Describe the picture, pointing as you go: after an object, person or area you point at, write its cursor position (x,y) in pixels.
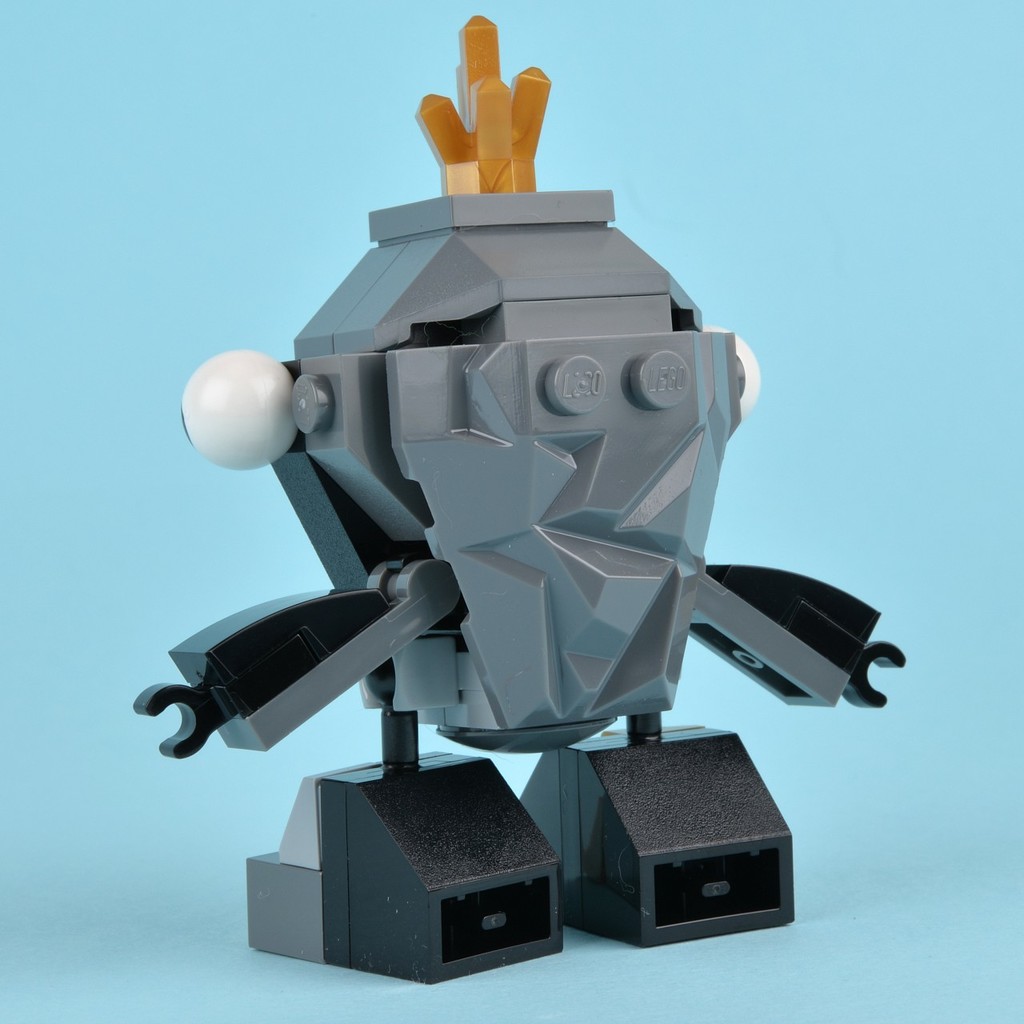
In the middle of the image (585,464) we can see a toy (499,516).
